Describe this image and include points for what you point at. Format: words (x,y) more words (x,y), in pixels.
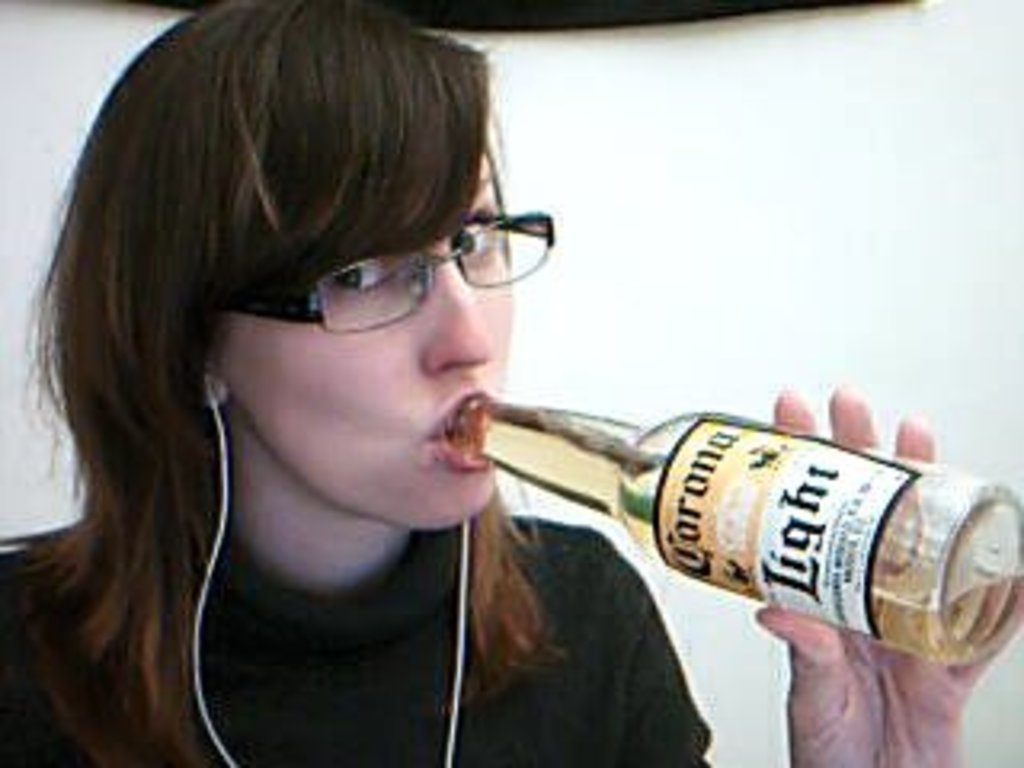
In this image we can see a girl (324,547) is holding a bottle (600,481) and drinking it. There is a label (746,513) on the bottle (761,546).
